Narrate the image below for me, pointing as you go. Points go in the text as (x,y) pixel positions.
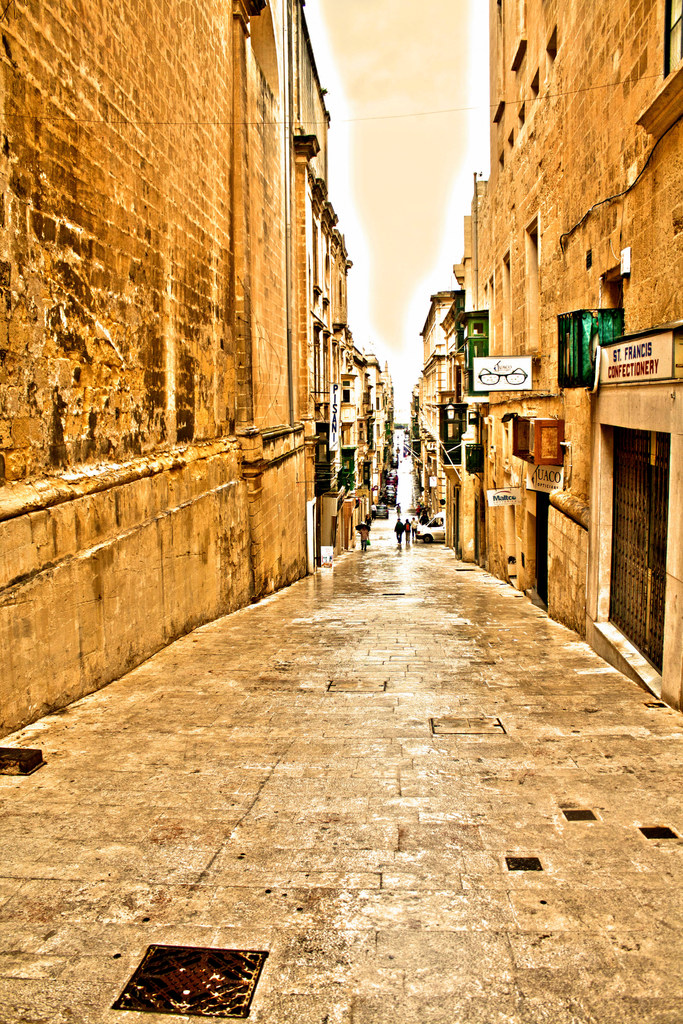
In this image we can see street (344,610) in which there are some group of persons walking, there are some vehicles (382,510) moving, there are some buildings (30,652) on left (138,569) and Right side of the image (464,553).
